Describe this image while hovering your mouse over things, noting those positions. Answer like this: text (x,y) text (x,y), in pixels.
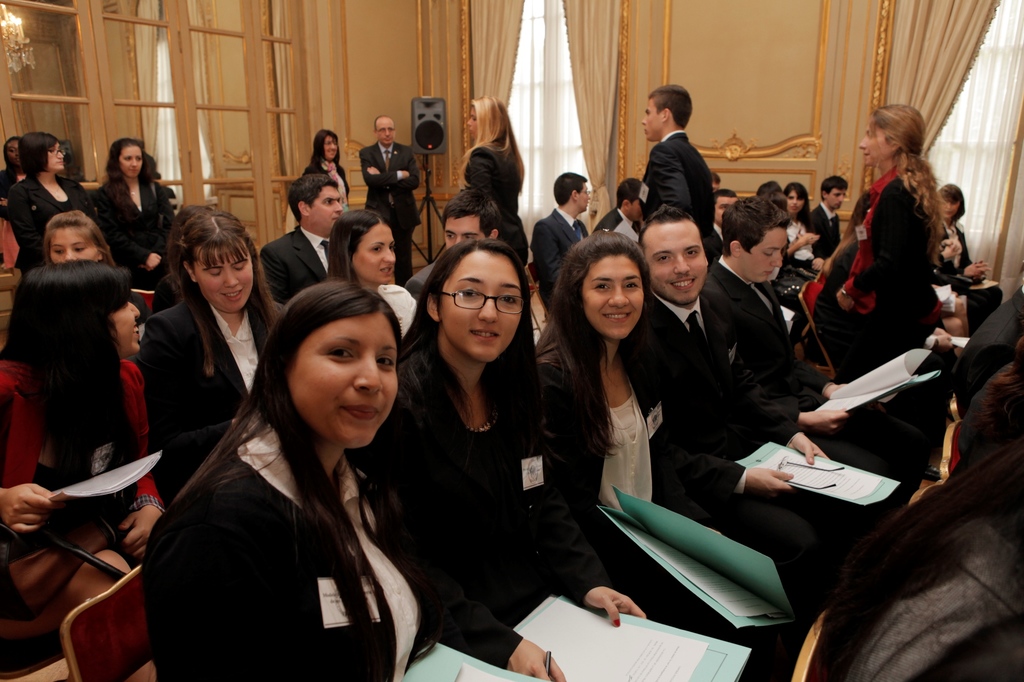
In this picture, we see many people (231,503) are sitting on the chairs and most of them are holding the files (540,633) and papers (661,664) in their hands (753,481). Behind them, we see the people (489,183) are standing. Beside them, we see a stand (417,230) and a speaker box (443,129). In the background (358,59), we see a wall (351,95), windows (211,90) and the curtains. In the left top (27,41), we see the candle stand (14,61) and the candle (14,14). In front of the picture, we see the people (773,474) are smiling and they are posing for the photo.
